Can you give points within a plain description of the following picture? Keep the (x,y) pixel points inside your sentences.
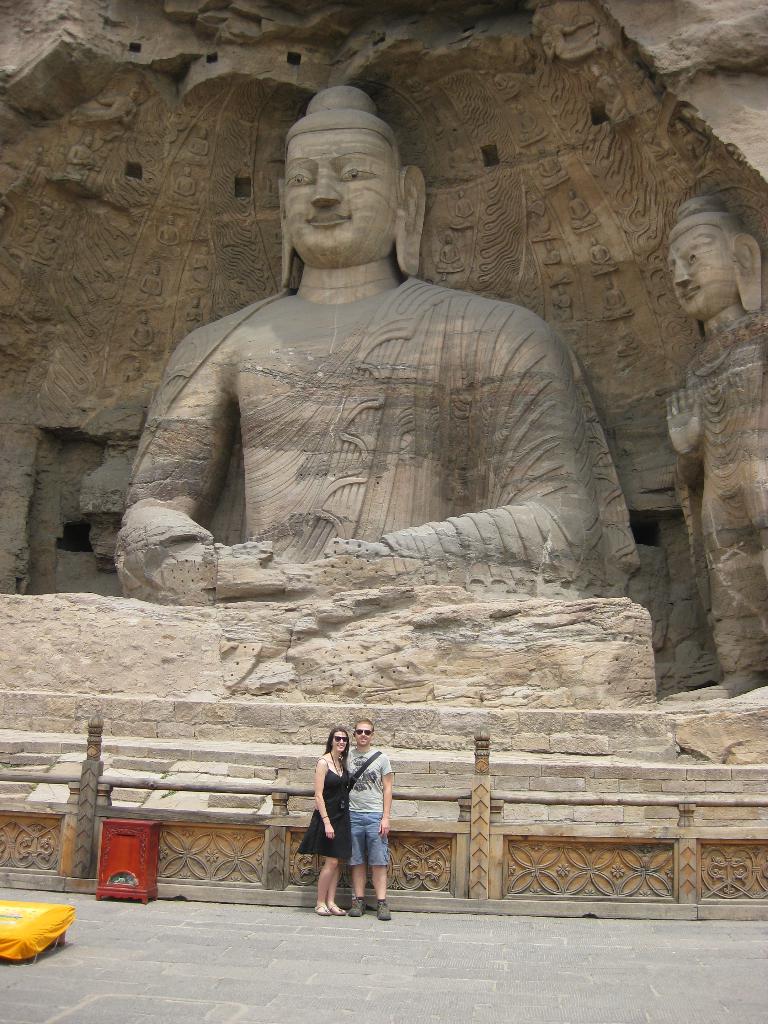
In this image there is a man (360,809) and a woman (350,843) standing on a floor (408,917), behind them there is a railing (722,805), in the background (582,12) there is a sculpture (606,491).
